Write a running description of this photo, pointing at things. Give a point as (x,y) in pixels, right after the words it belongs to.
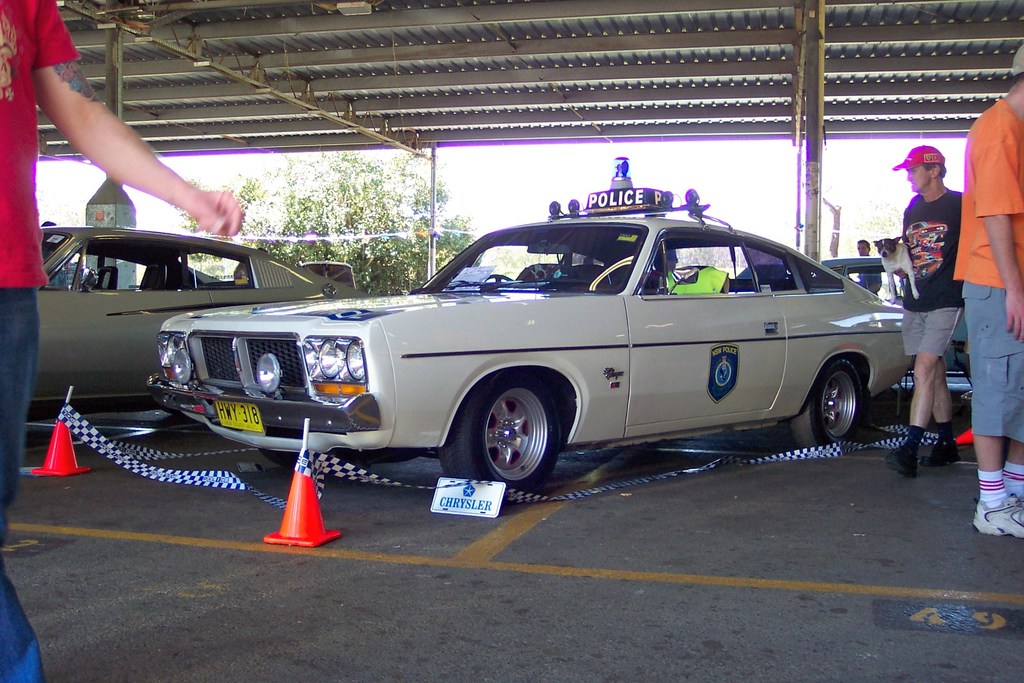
In the center of the image (377,406) we can see the cars (707,323) are present. At the top of the image (516,70) roof (533,78) is there. In the middle of the image (377,228) a plant (349,209) is there. At the bottom of the image (296,536) we can see divider cone (297,519), board (483,500), floor (723,550) are present. On the left (11,304) and right side of the image (1010,220) two persons (990,362) are standing. On the right side of the image (927,264) a man (929,234) is walking and holding a dog (881,248) and wearing a cap (924,162).
